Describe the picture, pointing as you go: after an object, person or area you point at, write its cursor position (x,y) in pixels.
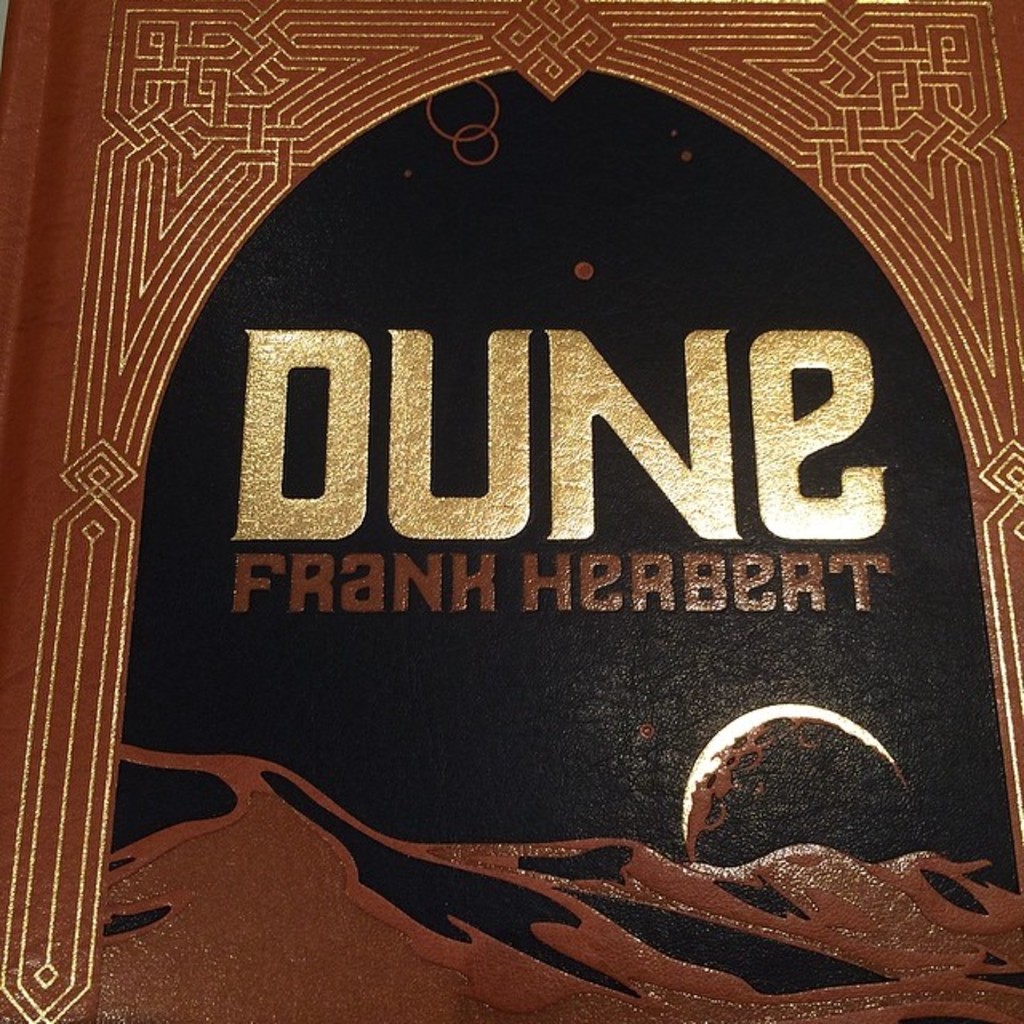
In this image it looks like a book (394,456), and on the book (550,440) there is some text (700,515).
